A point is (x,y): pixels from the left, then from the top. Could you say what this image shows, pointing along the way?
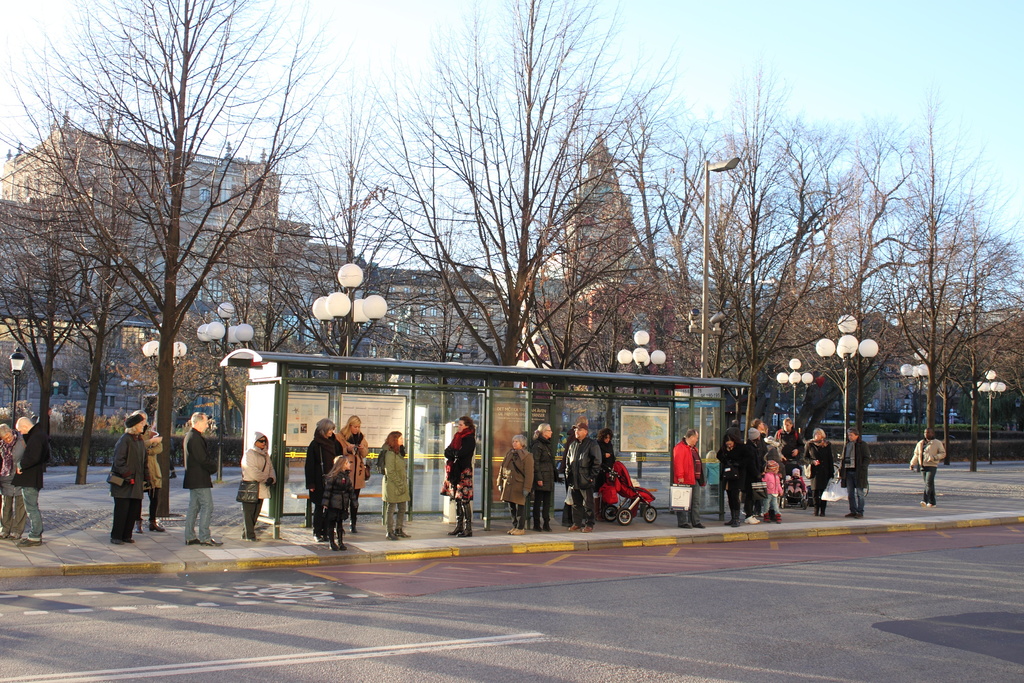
In this image I can see few buildings (440,338), windows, dry trees (458,265), light poles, shed (713,406) and few boards (318,397) are attached to it. I can see few people (352,500) are standing and few people (592,492) are holding bags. The sky (867,12) is in blue and white color.
